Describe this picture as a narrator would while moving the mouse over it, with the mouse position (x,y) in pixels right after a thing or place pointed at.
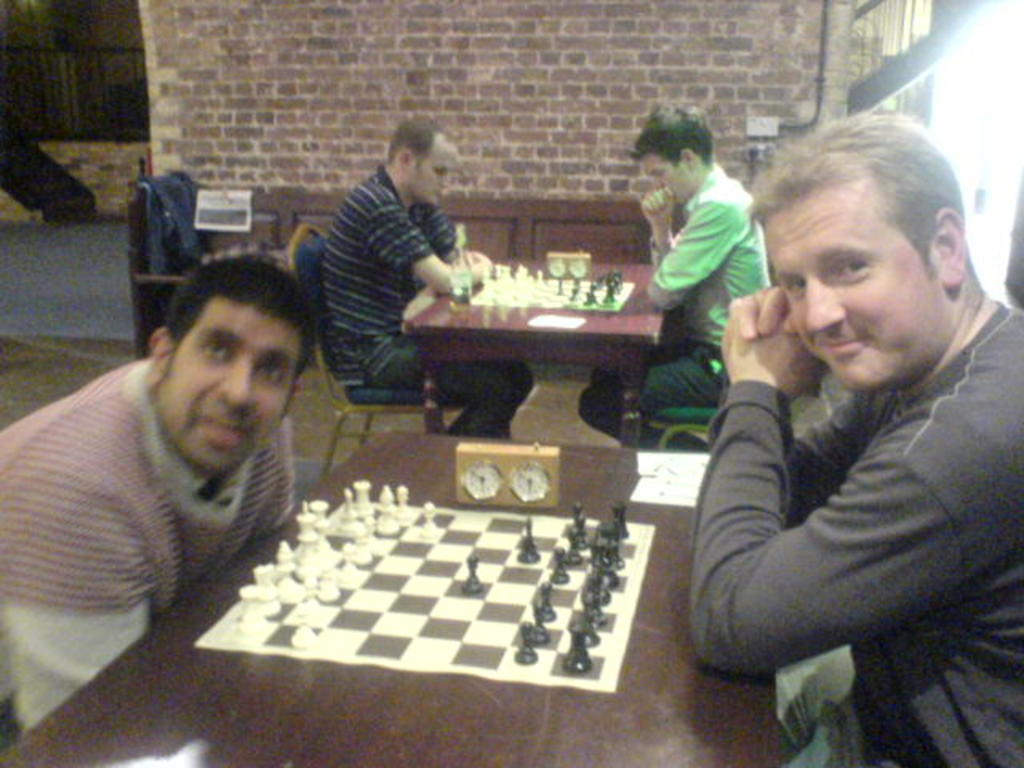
In this picture there are several people (676,251) playing chess. Two tables (396,461) are there in this picture. We observe a two chess boards (519,592) and timer box (509,474) beside the board (502,599). In the background (541,20) there are stairs (870,45), wall (501,16) and a backpack (159,225).
